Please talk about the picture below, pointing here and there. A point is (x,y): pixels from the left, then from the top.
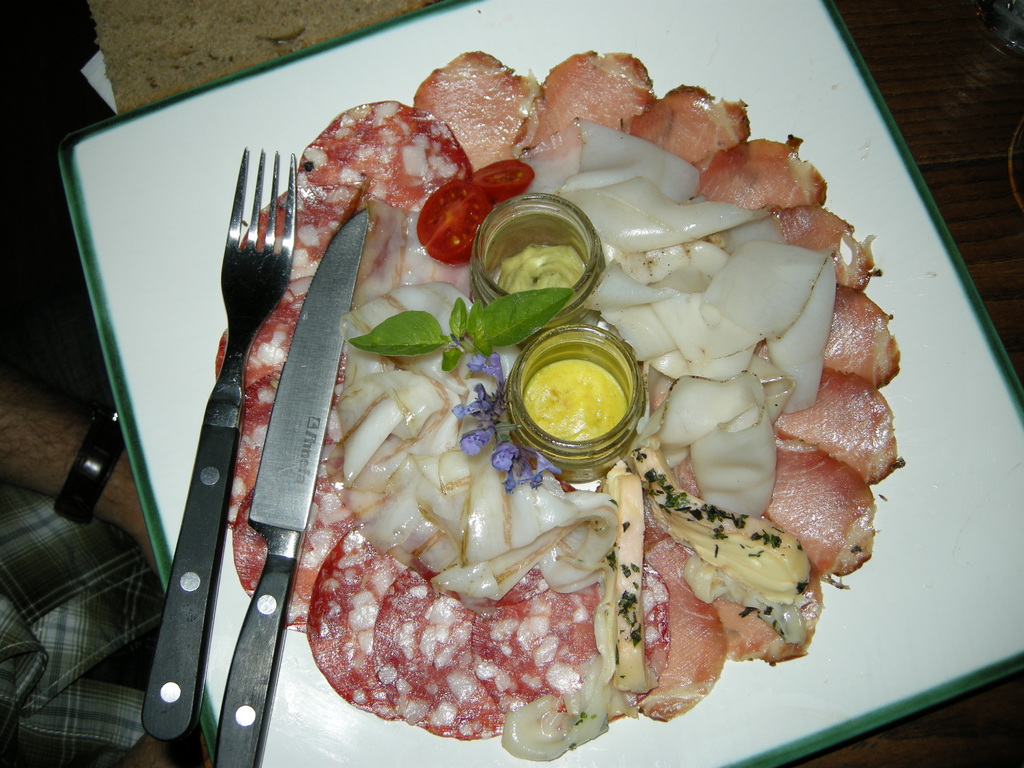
In the center of the image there is a table (862,9). On the table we can see a plate (491,501) contains food item (560,423), glass bowls (541,354), knife (302,477) and fork (249,233). On the left side of the image (139,721) we can see a person (66,610) wearing wrist watch (104,461).
